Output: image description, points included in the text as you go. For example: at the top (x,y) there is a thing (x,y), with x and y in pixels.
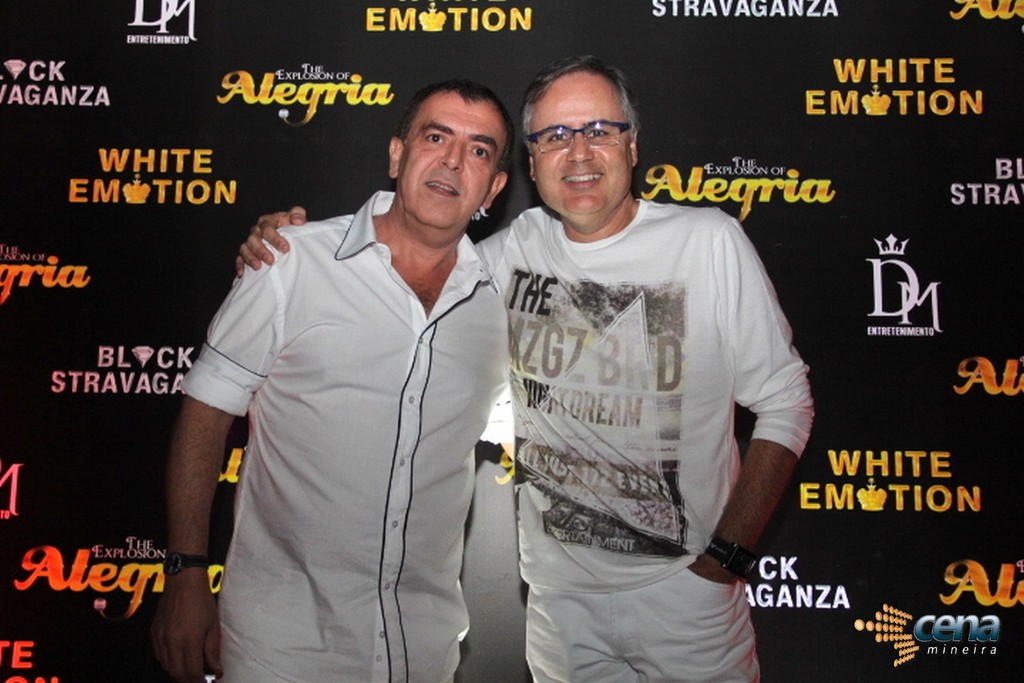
In this image there are two persons (390,389) standing and smiling, and in the background (13,8) there is a board (926,305) and a watermark (969,644) on the image.
